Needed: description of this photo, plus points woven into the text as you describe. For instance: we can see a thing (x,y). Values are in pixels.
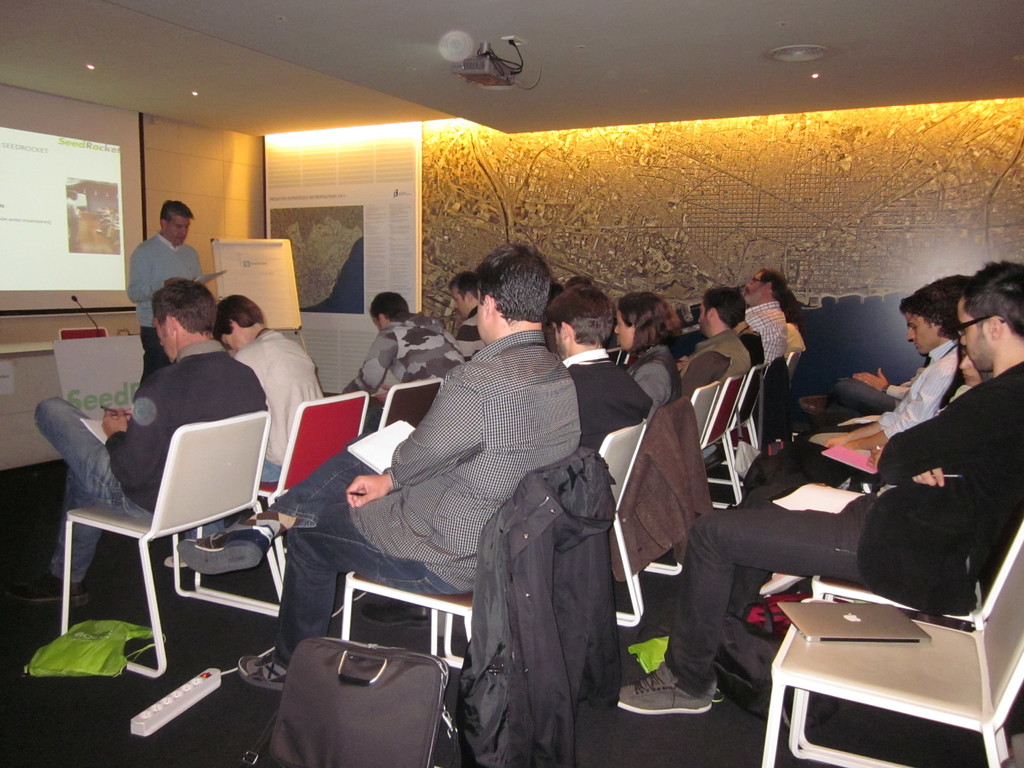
In this picture we can see a group of people (280,429) sitting on chairs (639,445) with books (384,457) and laptops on them and in front of them person (182,219) standing on left (140,279) beside to him there is mic (79,303) and board (266,274) and in background (99,207) we can see screen (134,174) to wall (235,155), some poster (359,197), light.
